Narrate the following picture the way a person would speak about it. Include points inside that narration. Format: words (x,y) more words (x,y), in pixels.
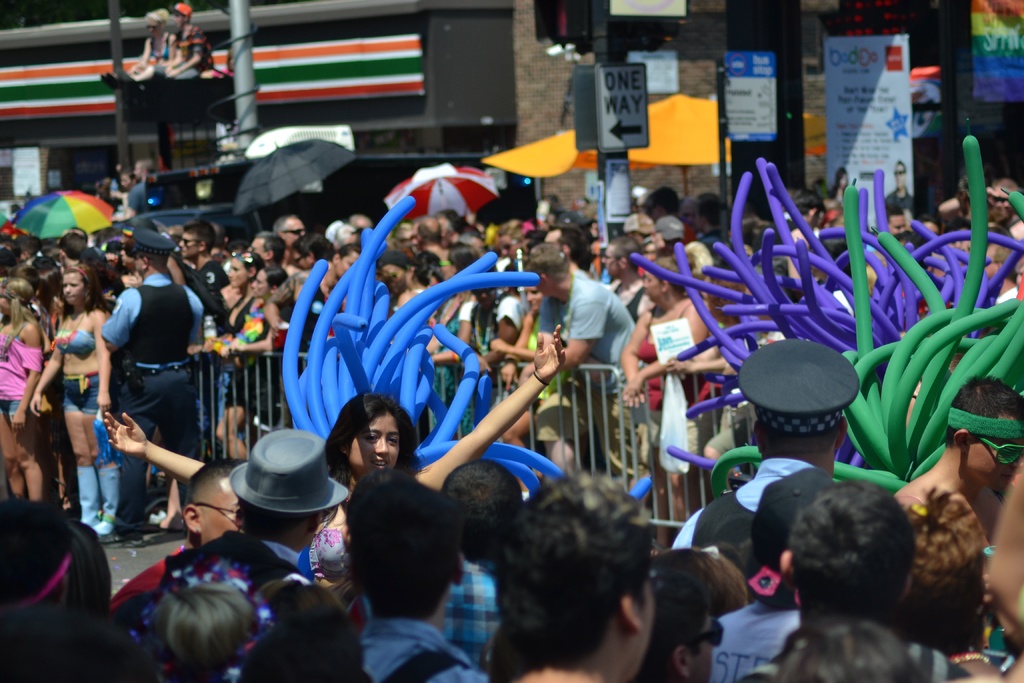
In this image there are people (467,301) standing, in the middle (603,383) there is a railing (572,383) and there are umbrellas (408,192) and balloons (972,265), in the background (884,3) there is building (821,5) and boards (864,113), on that boards (840,100) there is some text (734,119).
